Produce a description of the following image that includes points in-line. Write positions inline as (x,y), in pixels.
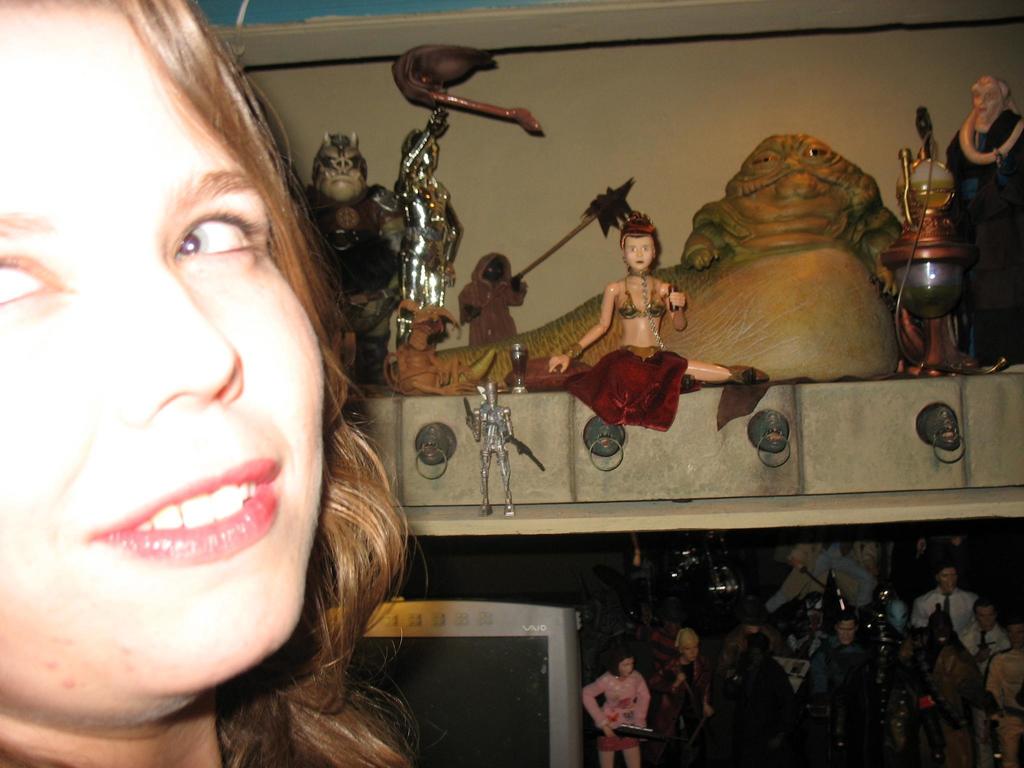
There is a face (280,492) of a person (233,488) on the left side of this image (176,477) and there are some toys (660,306) and statues (823,337) are kept in a shelf (555,396) as we can see on the right side of this image (844,443).
